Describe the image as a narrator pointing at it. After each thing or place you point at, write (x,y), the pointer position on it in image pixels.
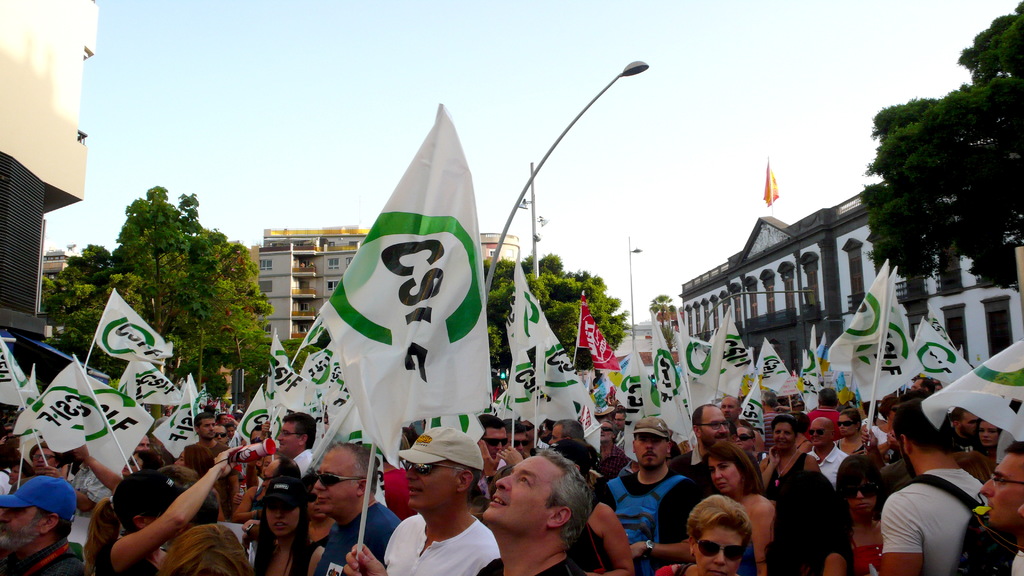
In this picture we can see a group of people (210,528), here we can see flags (287,390) and in the background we can see buildings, trees (994,273), electric poles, sky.
